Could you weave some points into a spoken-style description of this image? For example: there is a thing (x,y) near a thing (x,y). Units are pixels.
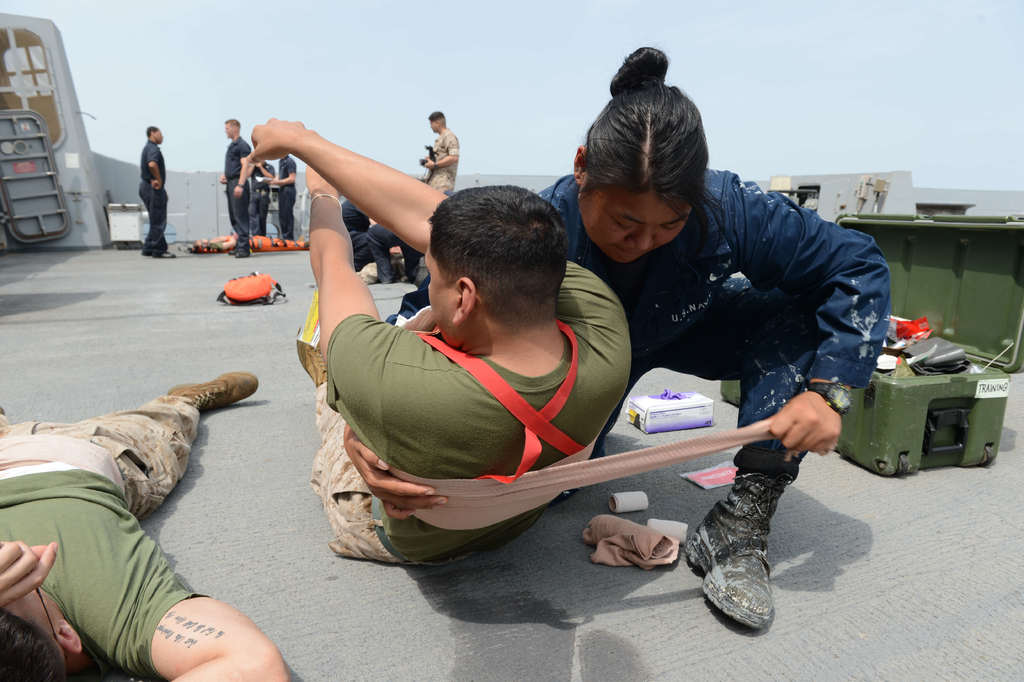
In the picture we can see a deck (798,503) to it, we can see a man (201,656) lying and beside we can see another man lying and woman (815,386) is holding him and tying a cloth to him and beside her we can see a box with some things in it and in the background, we can see some men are standing and one man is holding a camera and standing and behind them we can see a sky (959,21).
